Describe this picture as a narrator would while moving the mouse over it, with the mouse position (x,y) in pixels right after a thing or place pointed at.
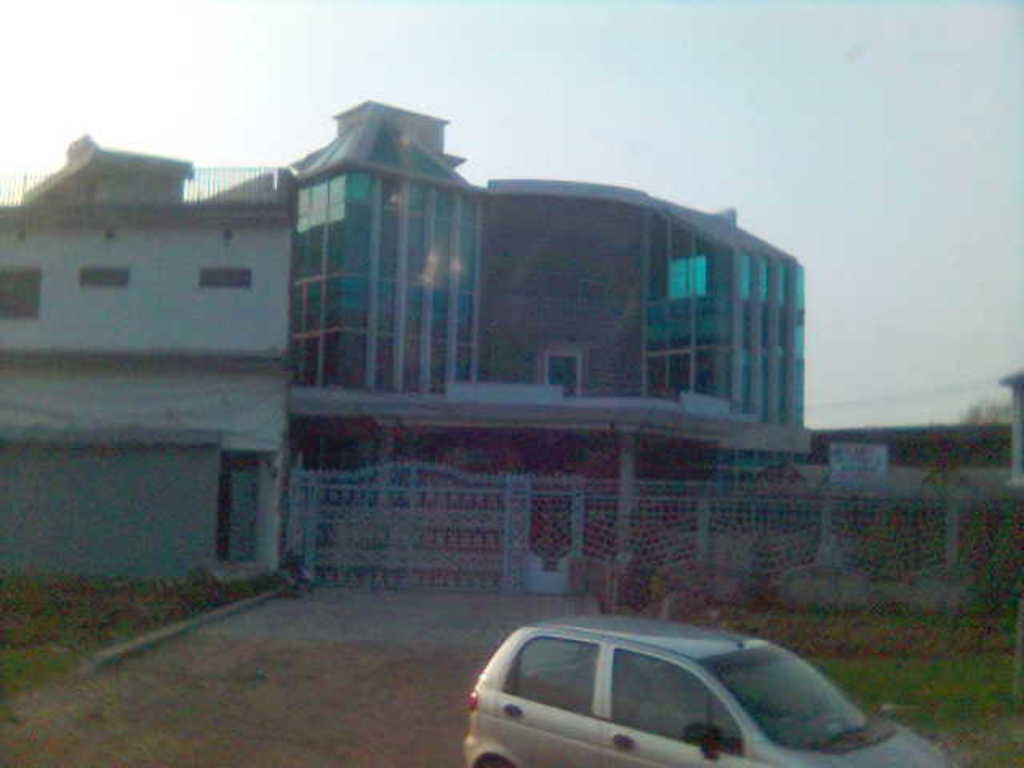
In this picture, in the middle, we can see a car (790,685). In the background (294,523), we can see a gate (501,554), building (215,351). On the top (876,142), we can see a sky (879,156), at the bottom (840,618), we can see a grass (989,662) and a land (399,697).
